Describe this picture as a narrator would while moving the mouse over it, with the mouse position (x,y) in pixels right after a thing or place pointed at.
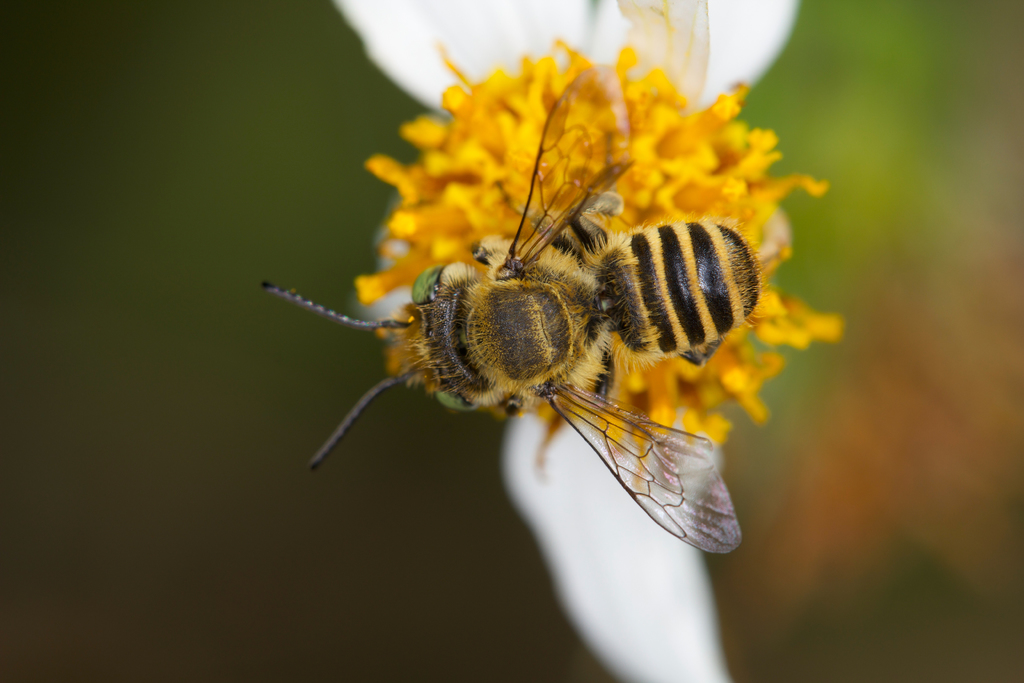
In this picture we can observe a honey bee (606,292) on the yellow and white color flower (608,591). In the background (210,369) it is completely blur.
